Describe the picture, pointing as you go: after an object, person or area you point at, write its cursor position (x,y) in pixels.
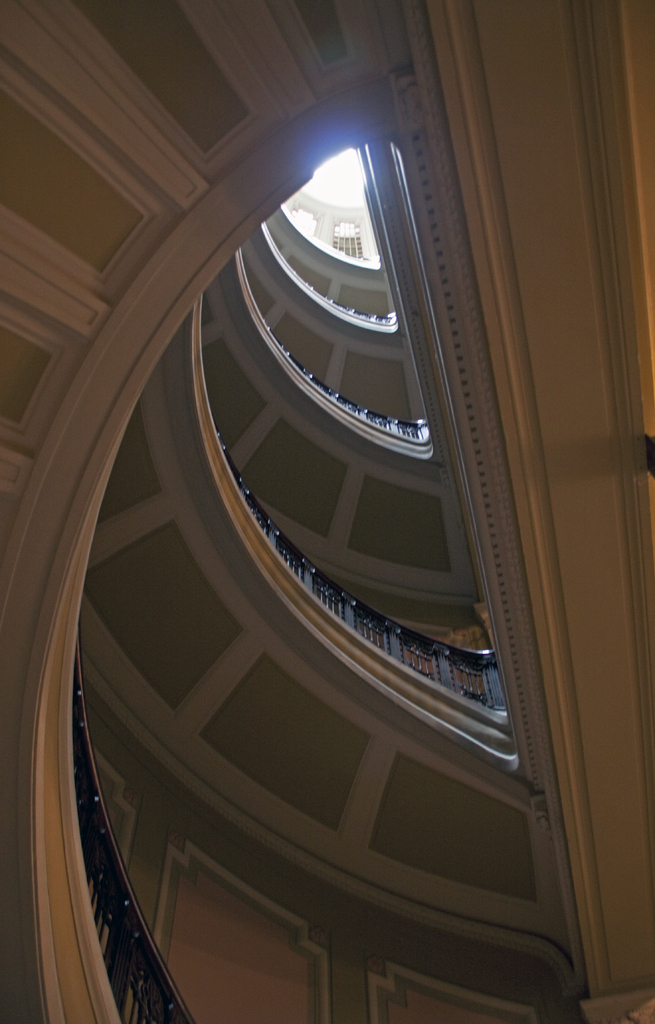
In this image I see the inside view of a building (296,515) and I see the black color railings (269,527) and I see that it is white over here.
